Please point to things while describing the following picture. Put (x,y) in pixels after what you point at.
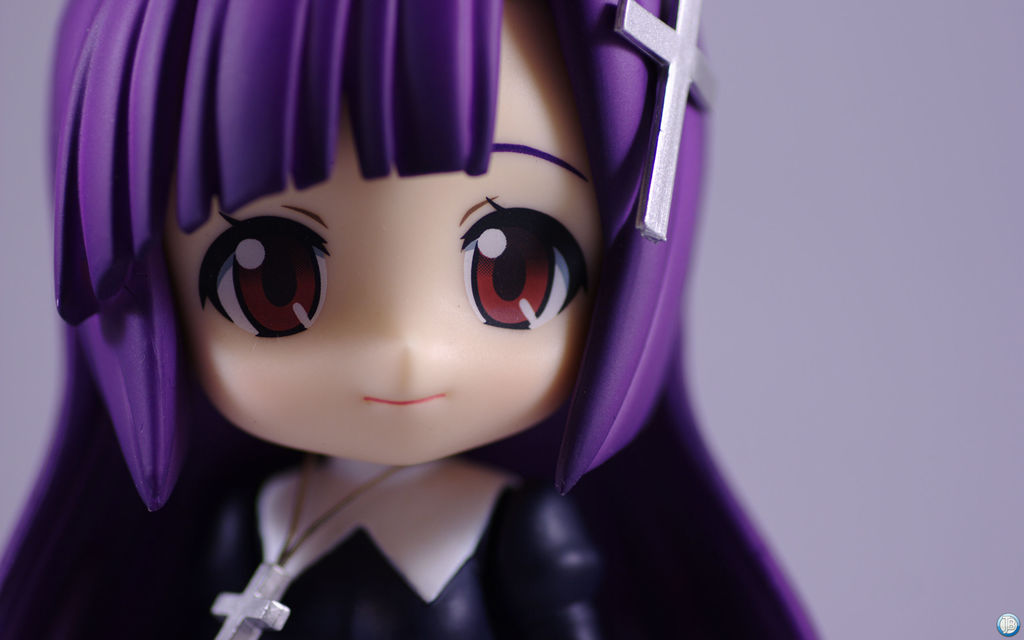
In this image we can see a doll (396,483).
